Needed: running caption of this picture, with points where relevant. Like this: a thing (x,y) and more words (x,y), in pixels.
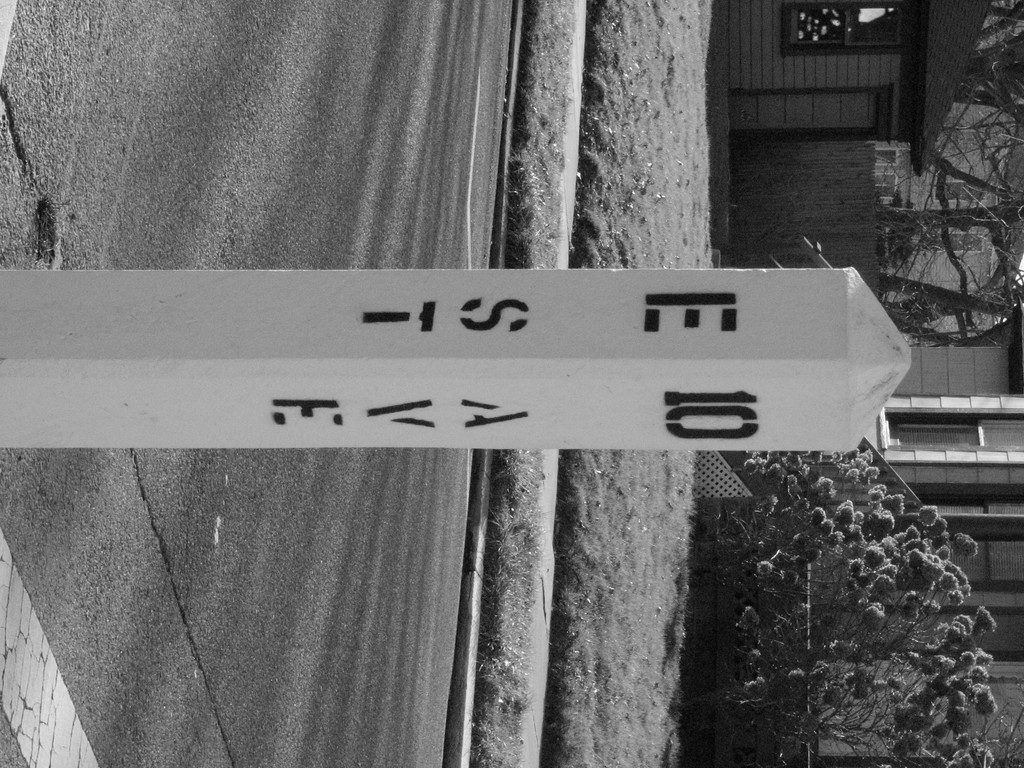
This image is a black and white image in which we can see a street (374,95) and this image is rotated in right angle and I can see a stone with a numbers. There are few houses (836,73) and there are some plants (845,594) here in the bottom right corner (872,578).
